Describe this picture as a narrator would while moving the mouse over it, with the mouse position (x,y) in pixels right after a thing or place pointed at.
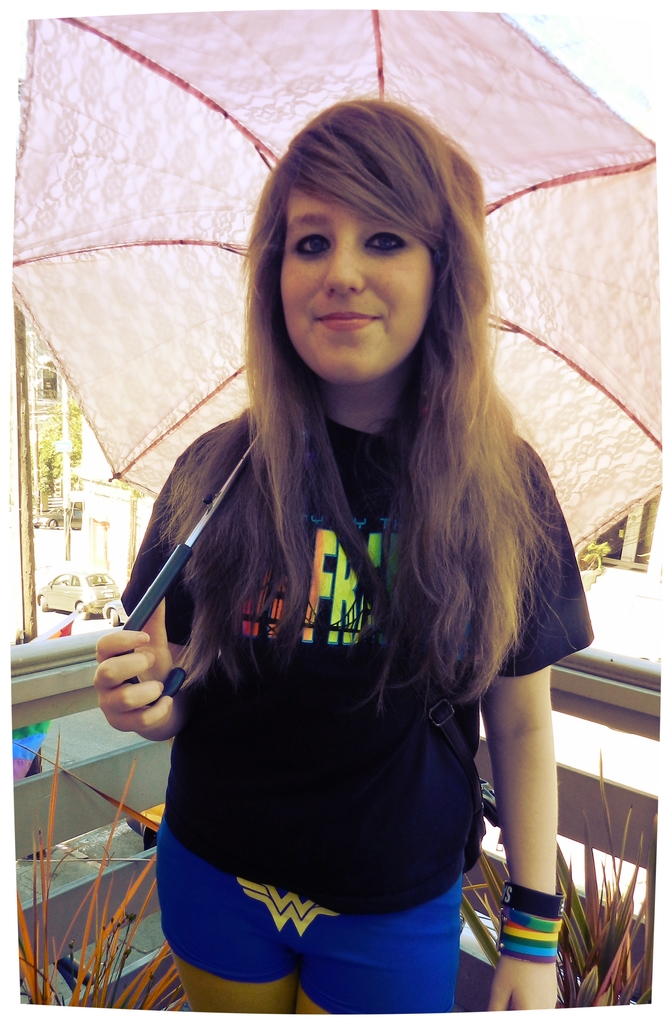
In this picture we can see a woman (284,850) in the black t shirt (285,742) is holding an umbrella (214,503). Behind the woman (278,903) there are house plants (43,900), a tree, poles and vehicles (74,580) on the road (639,596). Behind the houseplants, those are looking like grilles (69,679).
